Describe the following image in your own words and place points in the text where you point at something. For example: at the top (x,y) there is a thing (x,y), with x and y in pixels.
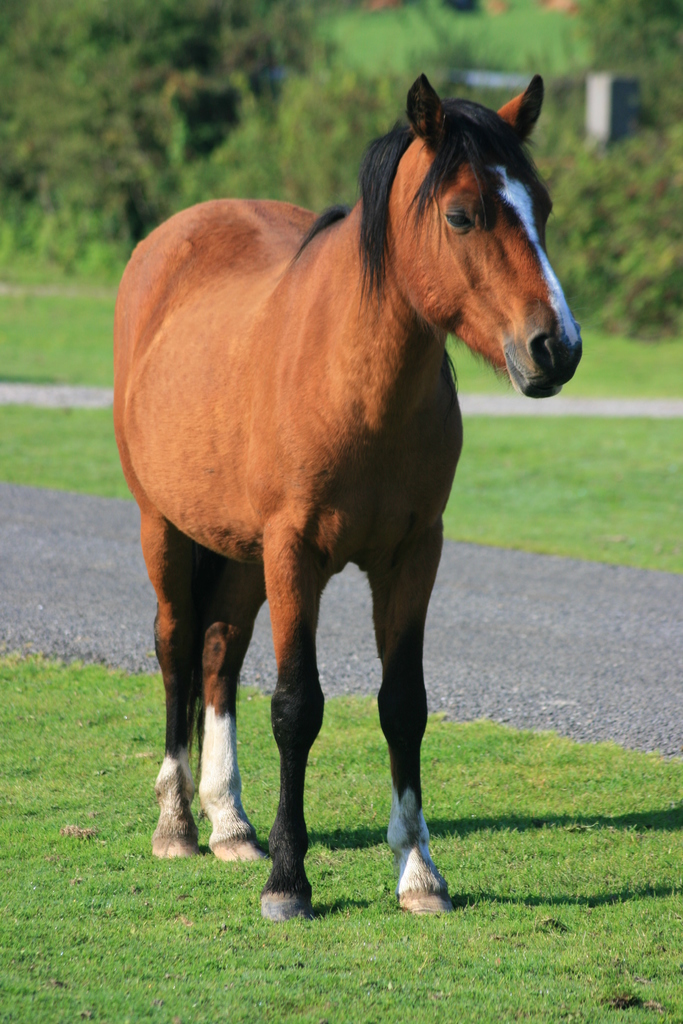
In this image we can see a horse (265,428). And at the bottom (266,840) we can see the grass (258,875). And we can see the surrounding trees (317,121).
